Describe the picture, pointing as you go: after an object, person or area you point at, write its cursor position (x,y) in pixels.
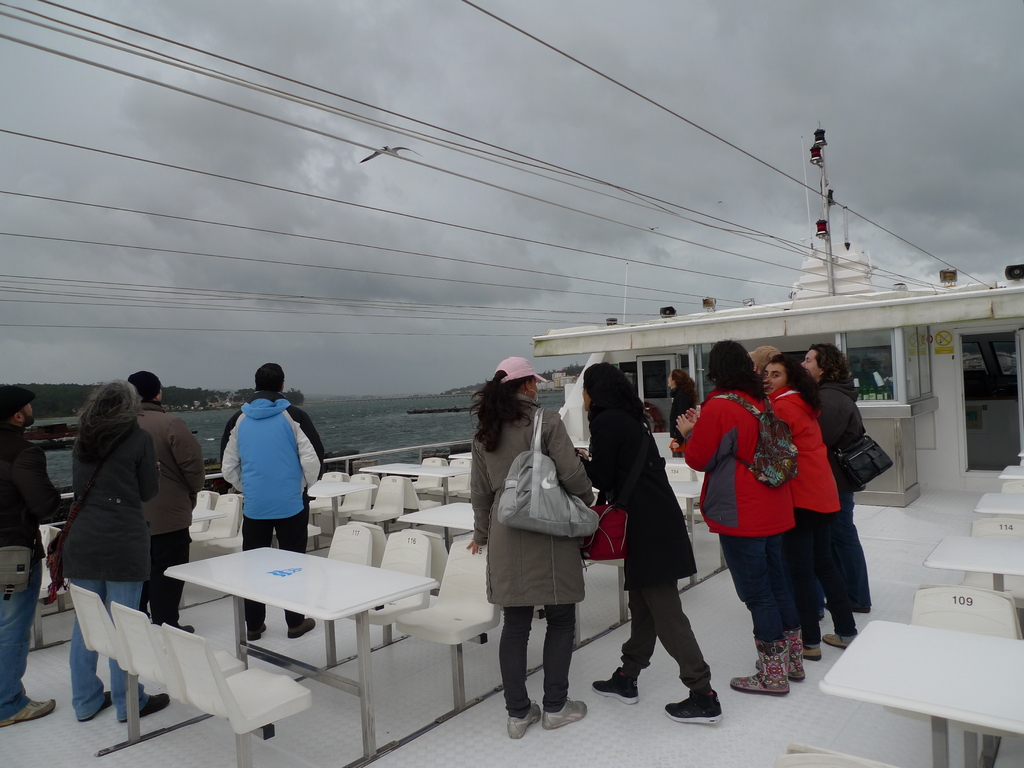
In this picture we can see group of people (595,365), they are standing on the ship (724,586), and few people (564,447) wore bags (558,479), beside to them we can see few chairs (390,548) and benches (355,575), in the background (417,404) we can find water (352,412) and cables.
